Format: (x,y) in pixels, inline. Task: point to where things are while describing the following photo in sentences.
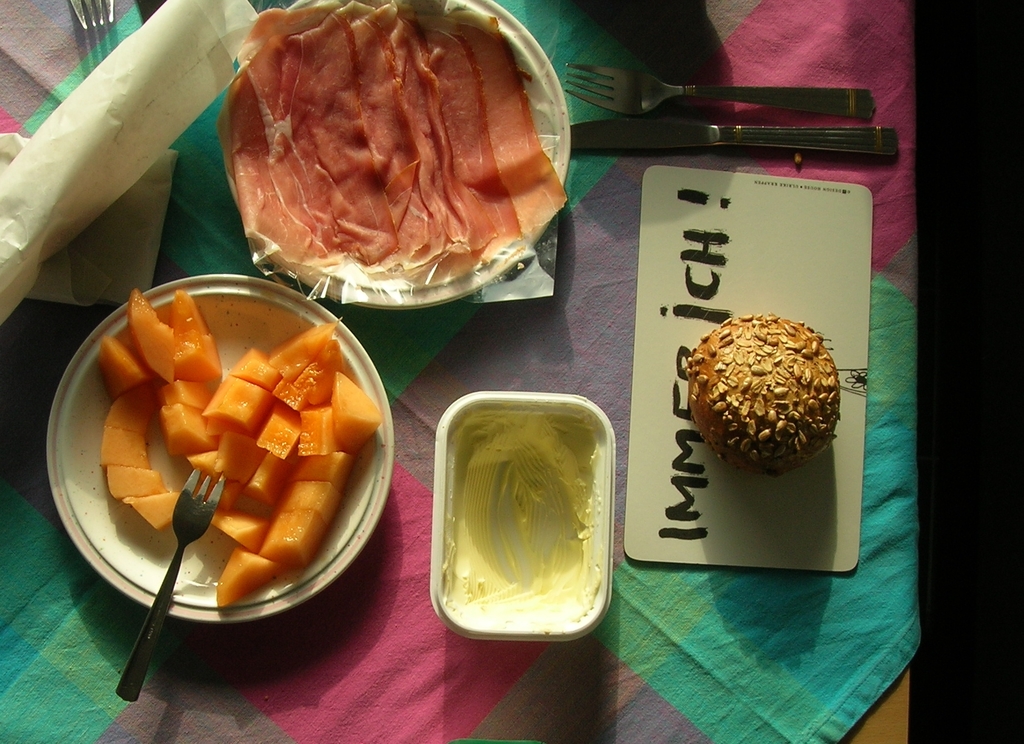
In this picture we can see plates (211,538) with food items (418,121) on it, fork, knife (631,142), bowl (516,503), papers (58,256), cloth (775,51) and these all are placed on a table (721,732).
